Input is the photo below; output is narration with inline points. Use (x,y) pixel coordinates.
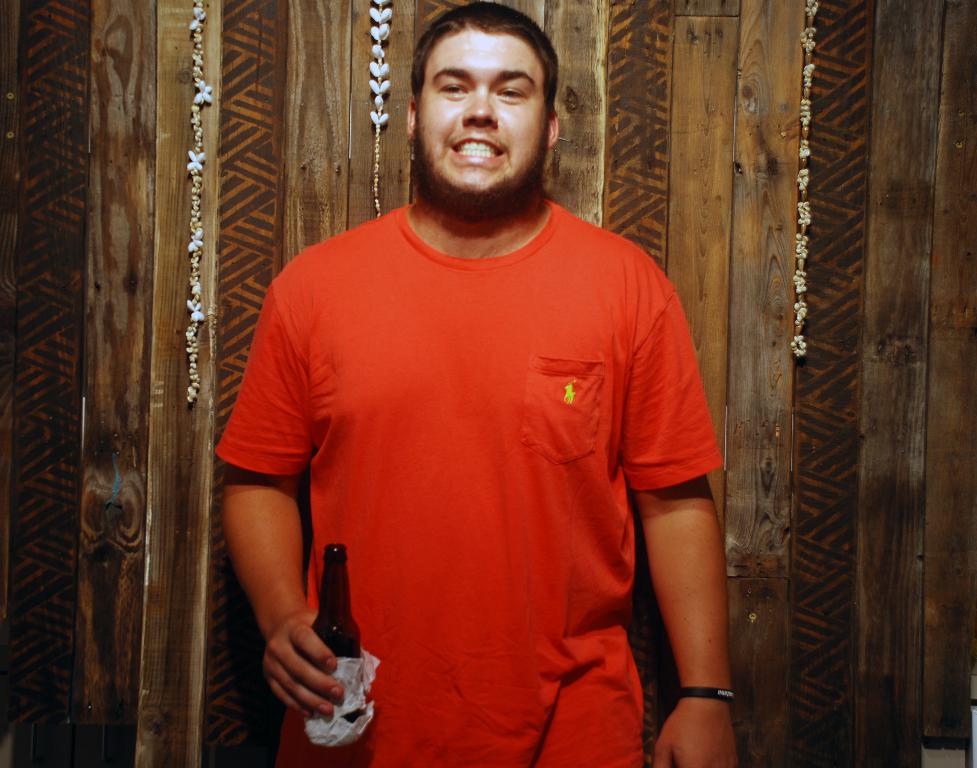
There is a man (453,377) who is holding a bottle (343,643) with his hand (304,619). He is in red color t shirt (501,452).
